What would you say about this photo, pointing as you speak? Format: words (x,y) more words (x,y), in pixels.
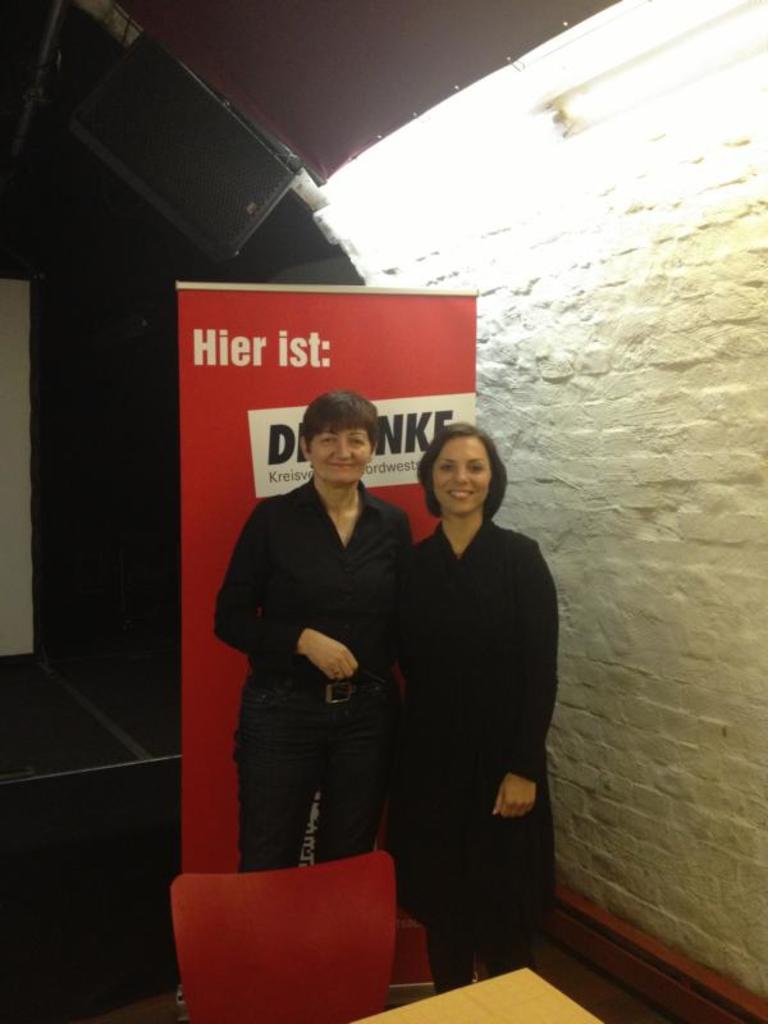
There are two women (352,623) standing in this picture behind the chair (300,924). There is a table (498,1011) in front of the chair (266,929). In the background (534,183), there is a wall light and a poster (318,370) here.
